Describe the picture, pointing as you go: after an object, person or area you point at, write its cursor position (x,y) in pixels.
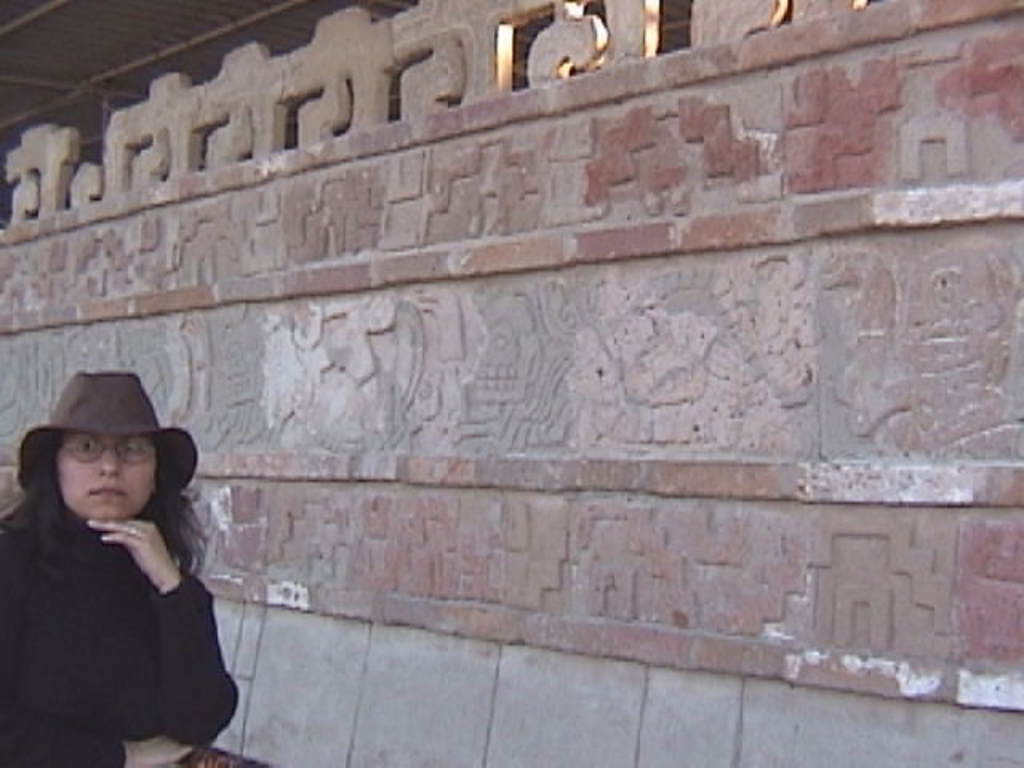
In this image I can see a woman (39,523) on the left (96,434). She is wearing a hat (88,413). There is a wall (580,242) at the back (640,323) which is carved.
